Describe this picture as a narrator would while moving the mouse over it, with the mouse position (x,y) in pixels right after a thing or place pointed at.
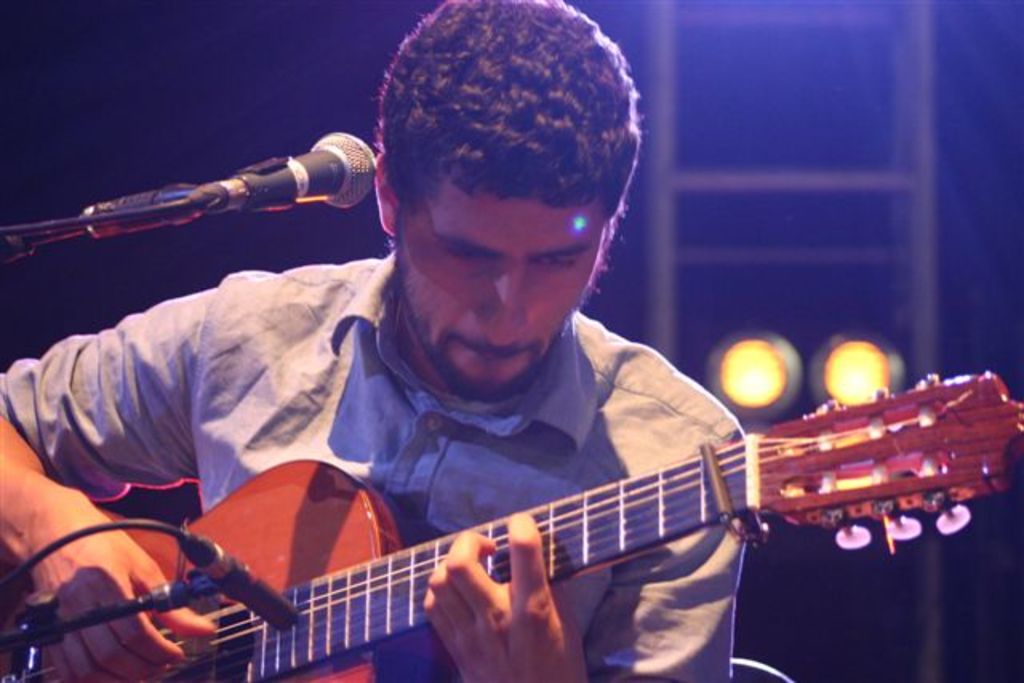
This image might be clicked in a musical concert. There is a man (53,388) in this image who has Mike (342,135) in front of him. He is wearing grey color shirt (384,452), he has guitar (855,482) in his hand (540,602) and he is playing that. Lights (765,380) are on right side (770,381).
